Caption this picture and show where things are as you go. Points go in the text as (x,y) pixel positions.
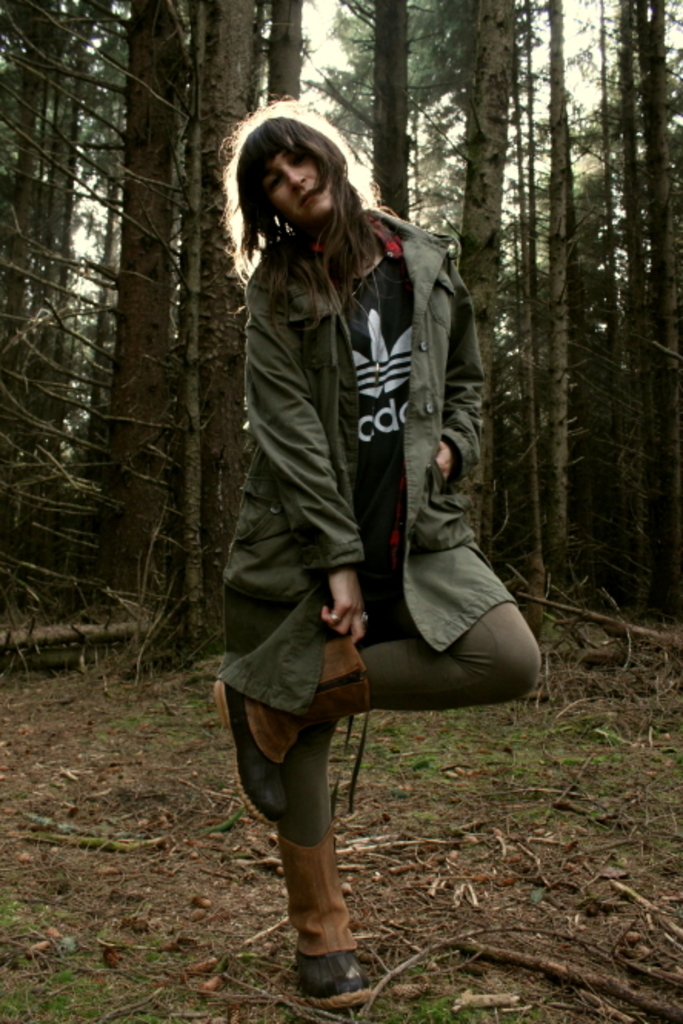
This picture is clicked outside. In the center (250,532) there is a person (358,230) wearing a jacket (437,420) and standing on the ground (294,982). In the background (568,764) we can see the green grass (569,761), trees (516,119) and the sky (578,79).
